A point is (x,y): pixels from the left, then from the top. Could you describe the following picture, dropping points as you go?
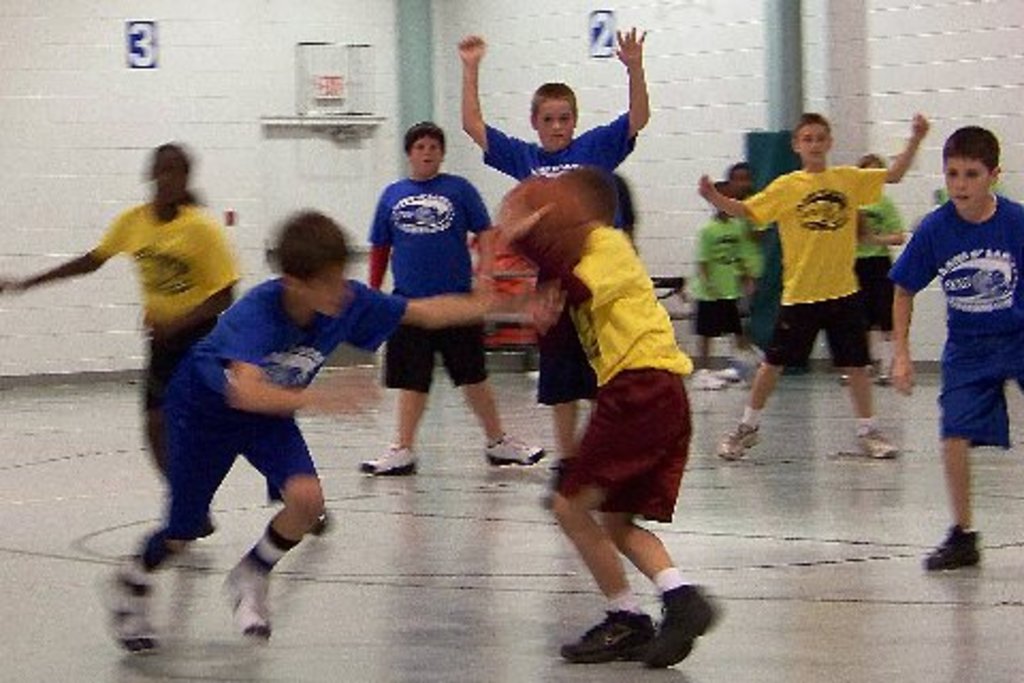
In this image there are a few boys (359,389) playing on the floor (431,574). In the center (587,451) there is a boy (604,448) holding a ball (544,197) in his hand (540,210). In the background (415,61) there is a wall (237,84). There are numbers (613,33) on the wall (249,53). There are a few children (743,172) standing at the wall (696,166).
